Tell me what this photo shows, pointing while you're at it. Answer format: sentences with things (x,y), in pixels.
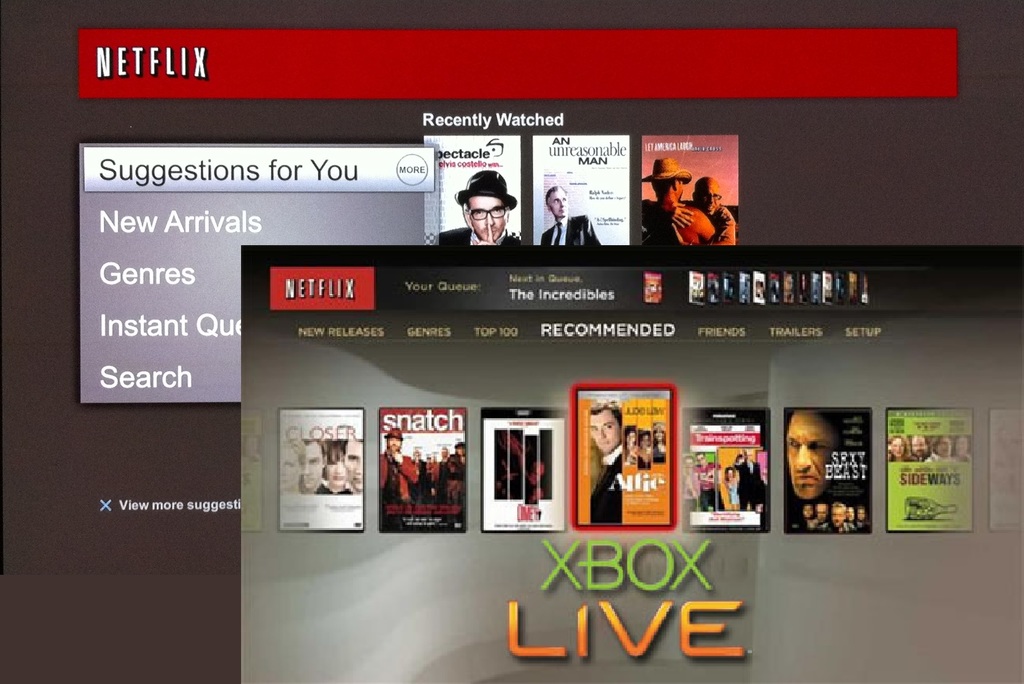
In this image we can see a website (383,227). There is text (379,334).
